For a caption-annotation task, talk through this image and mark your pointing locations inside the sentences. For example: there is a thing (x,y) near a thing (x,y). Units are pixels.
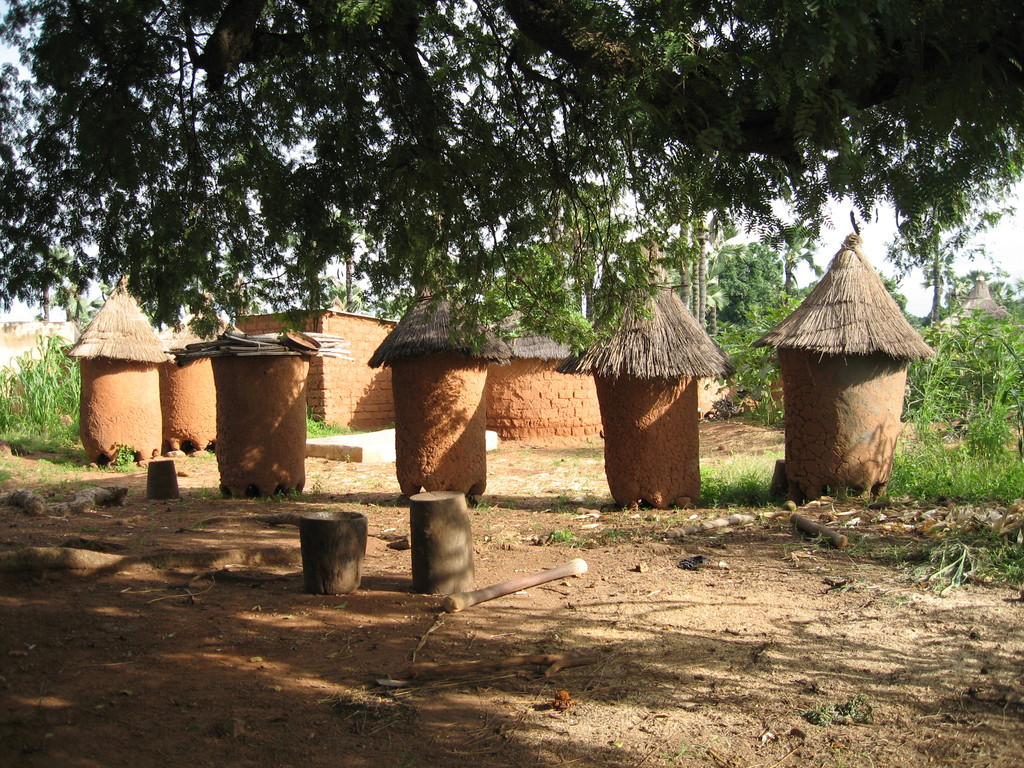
In this image I can see there are granaries (129,422) in the middle (374,448), at the top (623,154) there are trees (606,163).
